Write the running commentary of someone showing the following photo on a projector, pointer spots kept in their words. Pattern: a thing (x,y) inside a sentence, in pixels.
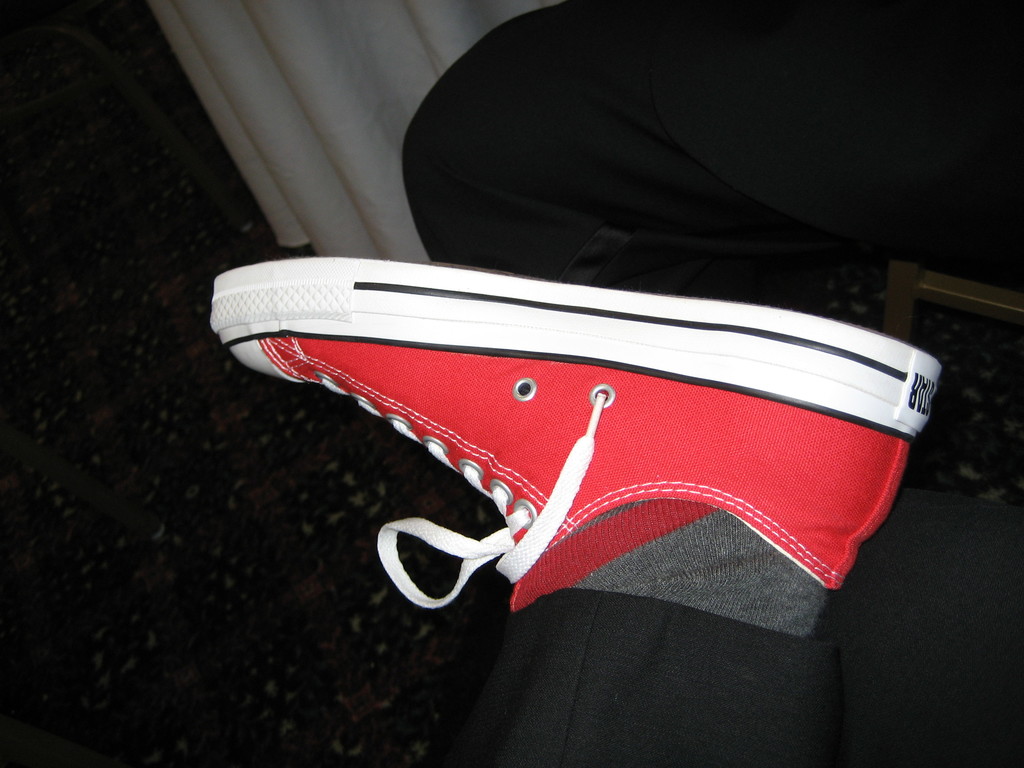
In this picture there is a shoe (531,568) in the center of the image (563,316) and there is a curtain (359,195) at the top side of the image (390,16) and there is a man (547,153) who is sitting on the chair (940,276) at the top side of the image (578,108).
